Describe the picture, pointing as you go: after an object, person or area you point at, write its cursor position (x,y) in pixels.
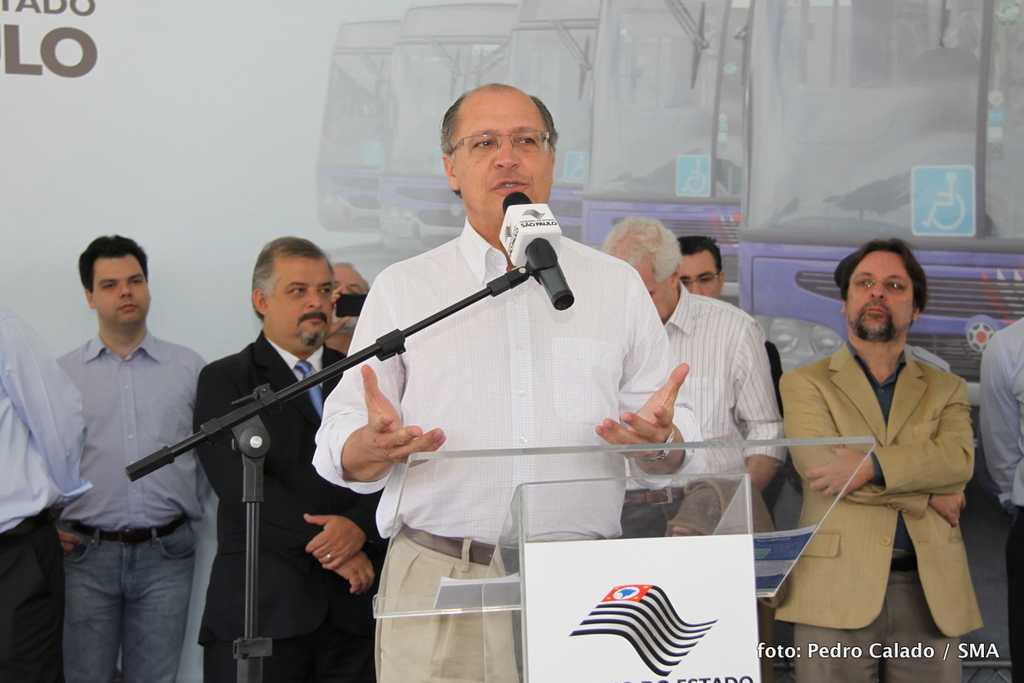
In this image I can see group of people (510,338) standing. There is a mike (552,233) with mike stand (252,449), there is a podium (494,612) and in the background (184,194) there is a board (636,110). And in the bottom right corner of the image (782,652) there is a watermark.
